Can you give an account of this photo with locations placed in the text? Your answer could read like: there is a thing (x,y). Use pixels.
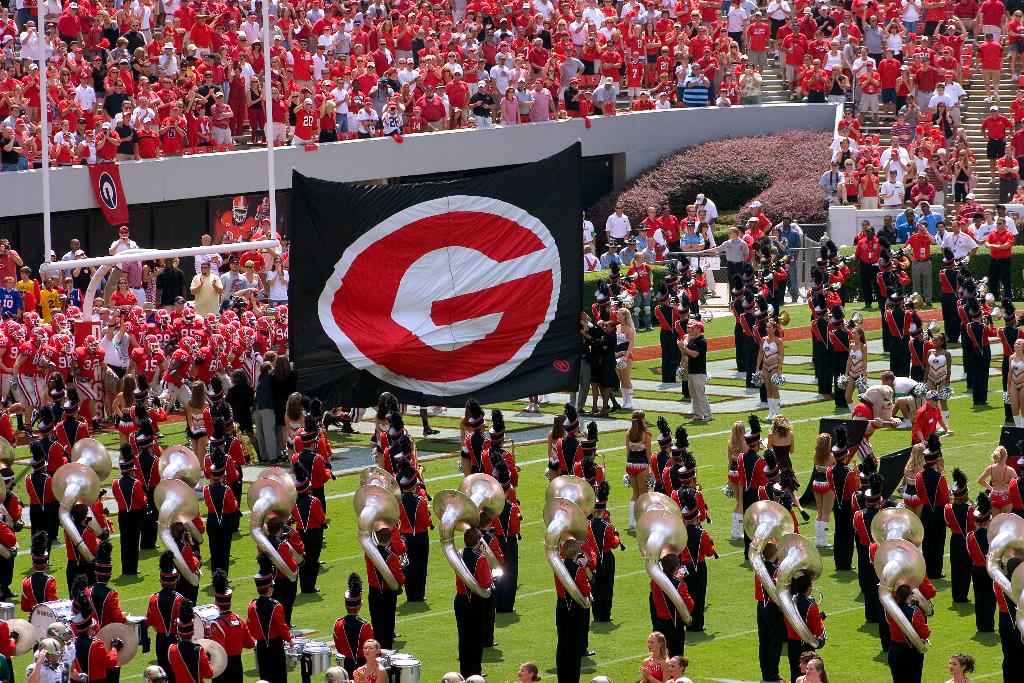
In this picture I can see many persons (863,528) who are wearing maroon shirt (757,468) and black trouser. And they are standing on the ground (832,517). At the bottom (1015,566) I can see the group of persons (816,622) who are holding tubas (793,627). In the center (572,246) I can see the banner (486,310) which is holding by the peoples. At the top (836,4) I can see many persons (873,185) who are standing on the stadium (770,90) and some persons (910,58) are holding the cameras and mobile phones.
